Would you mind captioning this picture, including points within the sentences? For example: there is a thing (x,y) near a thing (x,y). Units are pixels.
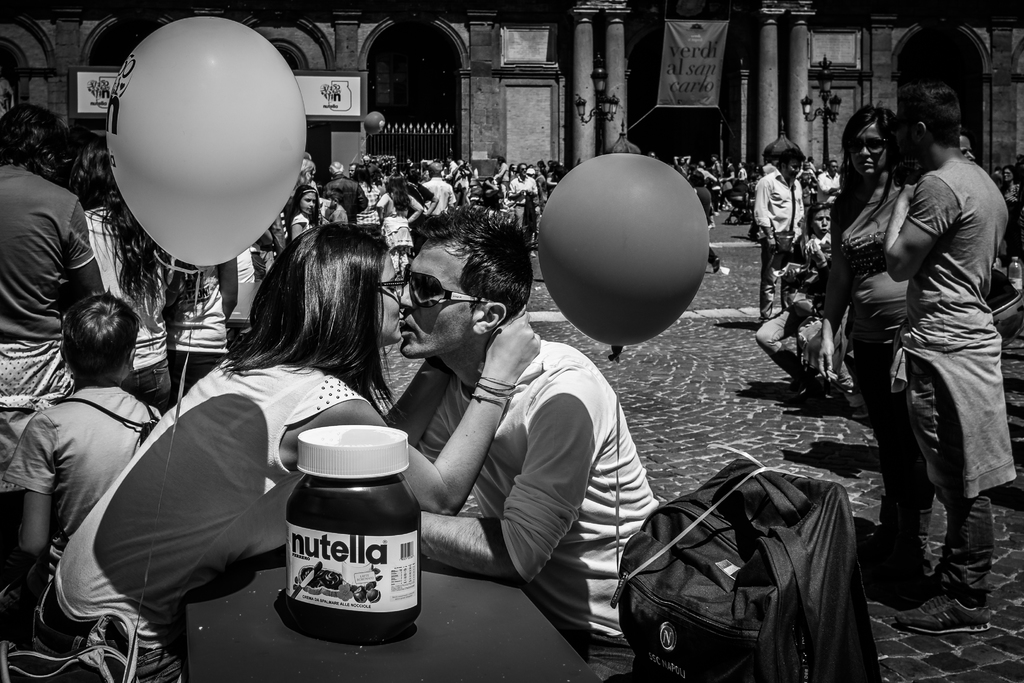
This black and white picture is clicked on the road (702,367). There are a few people (581,572) sitting on the chairs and many standing. In the foreground (153,596) there is a man (460,398) and a woman (228,518) sitting on the chairs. In between them there is a table (320,644). There is a bottle (349,534) on the table (425,605). There is a bag (757,563) beside the man (629,486). They are kissing each other. In the foreground (219,171) there are balloons (570,189). In the background (469,58) there is a building (542,21). There are banners (668,63) and boards (356,107) to the building (621,58). In front of the building (626,75) there are street light poles (613,111).
